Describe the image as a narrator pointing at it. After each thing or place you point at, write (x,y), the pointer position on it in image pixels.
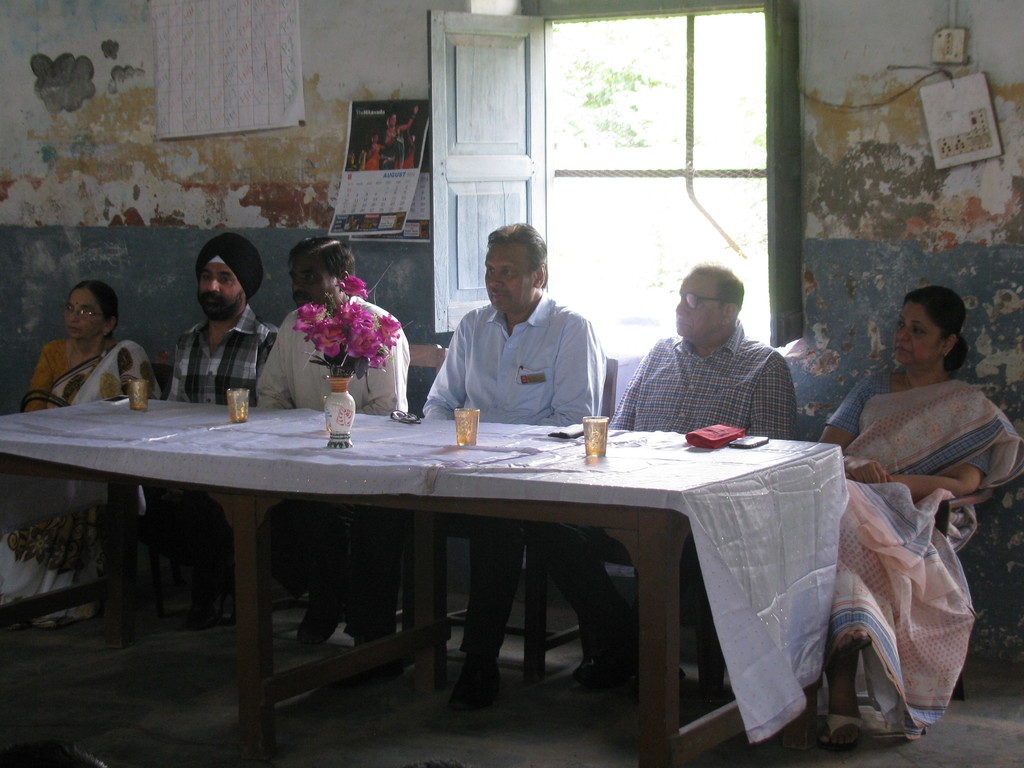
In this picture there are four man (458,366) in both the corners there are two ladies (893,429) sitting. In the background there is a window (573,180) with a rope (690,196). To the right top (971,119) there is a switch board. and to the left top (279,55) there is a white chart (269,77) and a calendar (374,146).
